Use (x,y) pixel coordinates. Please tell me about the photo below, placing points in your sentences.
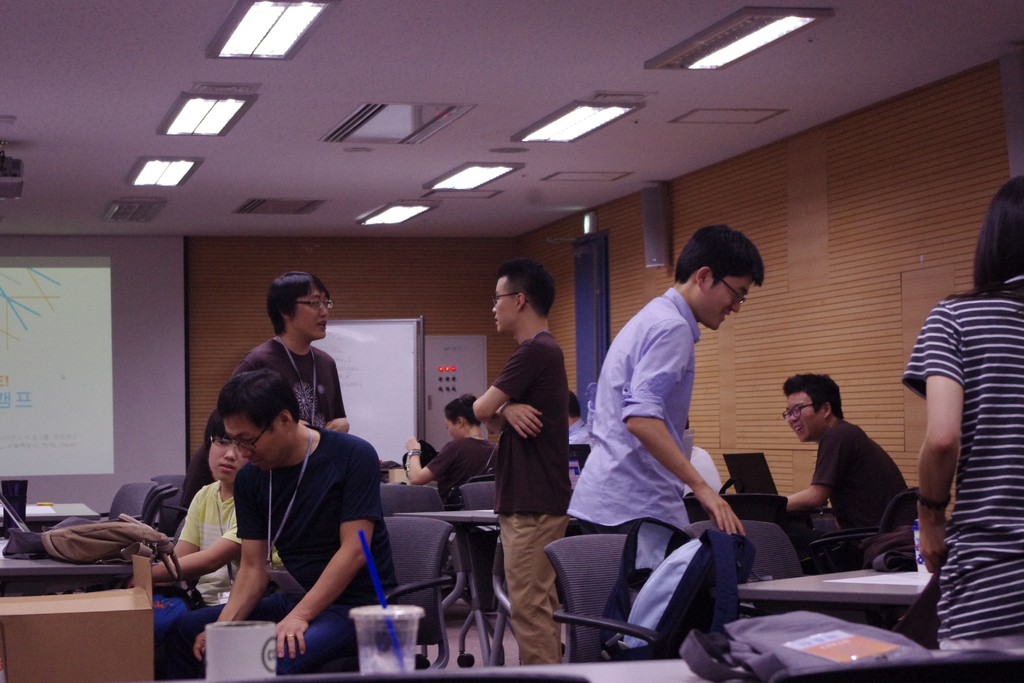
It looks like a classroom (230,1), there are many tables (80,510) and chairs (580,575) and on the tables (68,502) there are few laptops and bags (80,526), some people (498,492) are standing in between the chairs (699,514) and talking to each other, in the background (141,366) there is a projector screen (22,393) and beside that there is a wooden wall (827,235) and an exit door (588,336).
